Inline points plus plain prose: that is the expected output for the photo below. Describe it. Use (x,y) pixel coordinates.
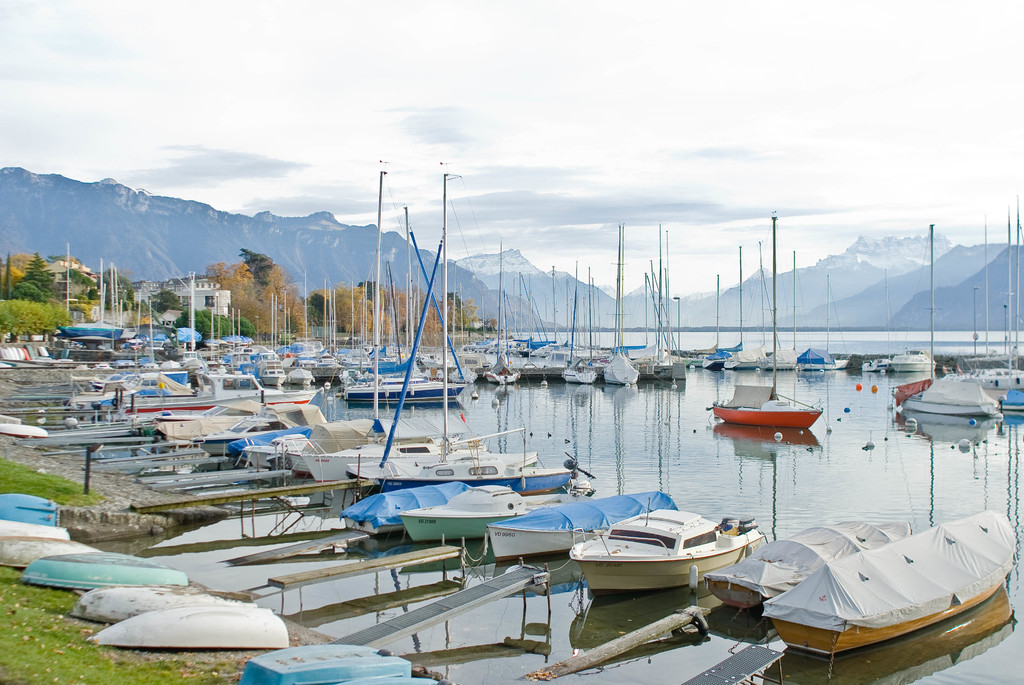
It is a shipyard (173,357) there are plenty of boats (168,365) kept beside the land (67,662) and some of them are just laying above the water surface (644,407), there are plenty of trees (30,280) around the water surface (584,409) and in the background (108,266) there are a lot of mountains (881,241) and some of them are covered with snow (935,247).
